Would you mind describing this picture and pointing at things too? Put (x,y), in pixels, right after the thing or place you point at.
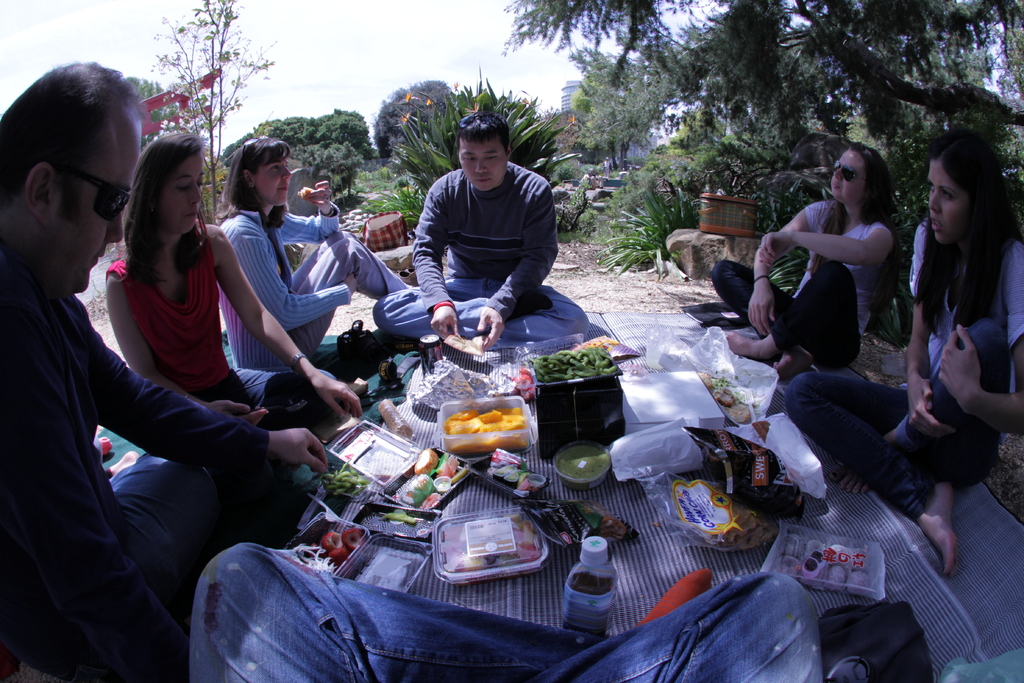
In this image few people (505,230) are sitting on the cloth (561,568) which is on the land (360,301) having few rocks (710,274), plants (578,236) and trees (1009,147). Left side (73,133) there is a person (151,409) wearing goggles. Middle of the image (606,370) there are few boxes (482,522), packets (544,502), bottles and few objects (437,518) on the cloth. Right side (730,206) there is a basket (717,202) on the rock (702,257). There is a bag (395,246) on the rock (393,263). Right top there are trees (659,65). Behind there is a building (566,83). Top of the image (450,61) there is sky (415,29).
